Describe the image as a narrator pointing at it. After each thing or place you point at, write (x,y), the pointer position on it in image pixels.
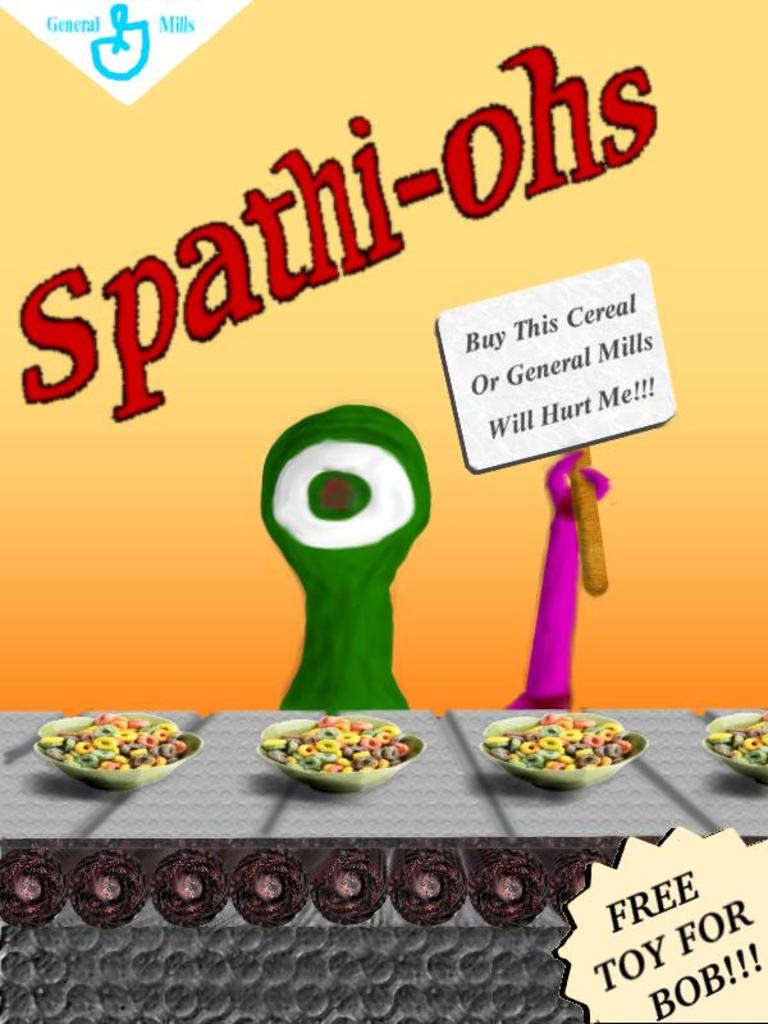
In the picture we can see a cereal advertisement (713,1007) with some bowls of cereals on it and a name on it as Spathi-ohs.
